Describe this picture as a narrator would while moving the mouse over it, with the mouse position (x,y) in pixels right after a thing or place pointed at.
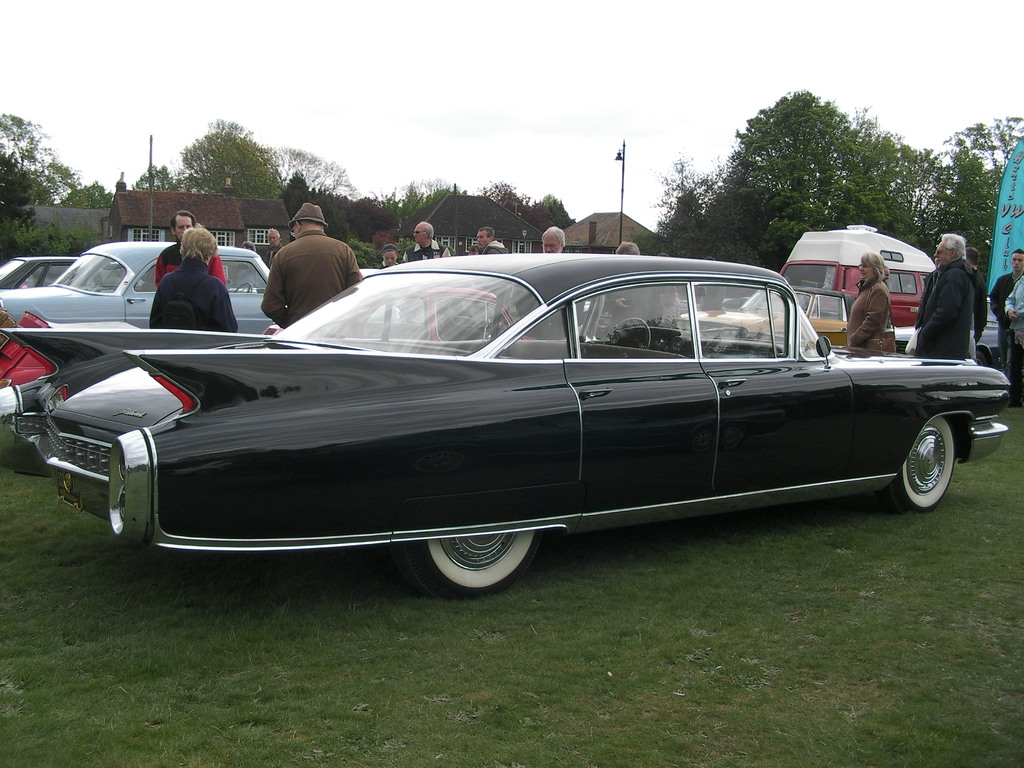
In this image, there are a few people (964,270), houses (589,228), vehicles (224,257), trees (995,186), poles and plants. We can see the ground (642,701) with some grass (725,629). We can also see the sky (541,125). We can also see a board (990,294) with some text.
